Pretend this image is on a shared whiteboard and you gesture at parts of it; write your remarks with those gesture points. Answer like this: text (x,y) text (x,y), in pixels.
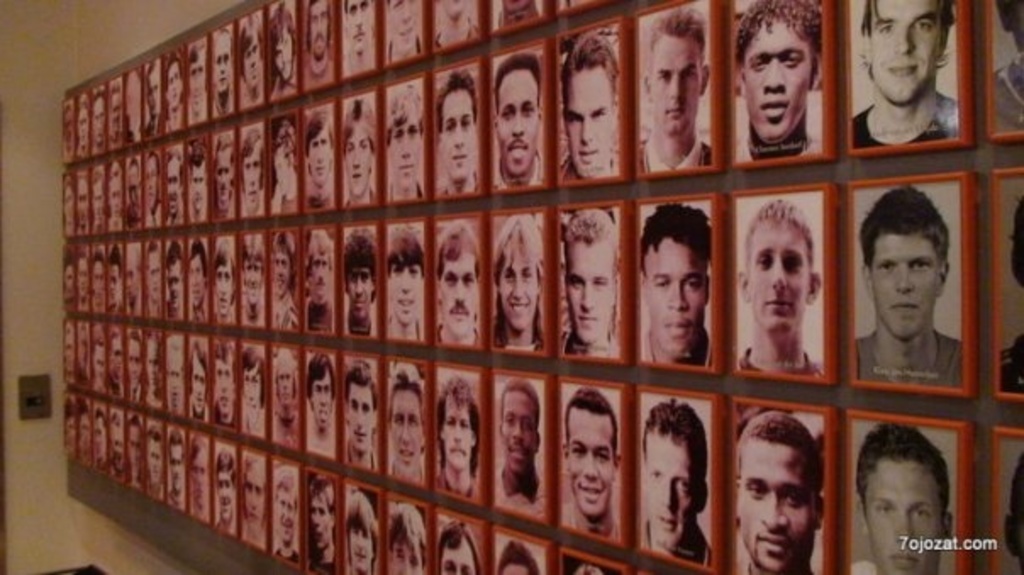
In this picture we can see many photos (864,208) of the different persons (528,347) which is attached on the wall (731,380). In the bottom right corner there is a watermark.
